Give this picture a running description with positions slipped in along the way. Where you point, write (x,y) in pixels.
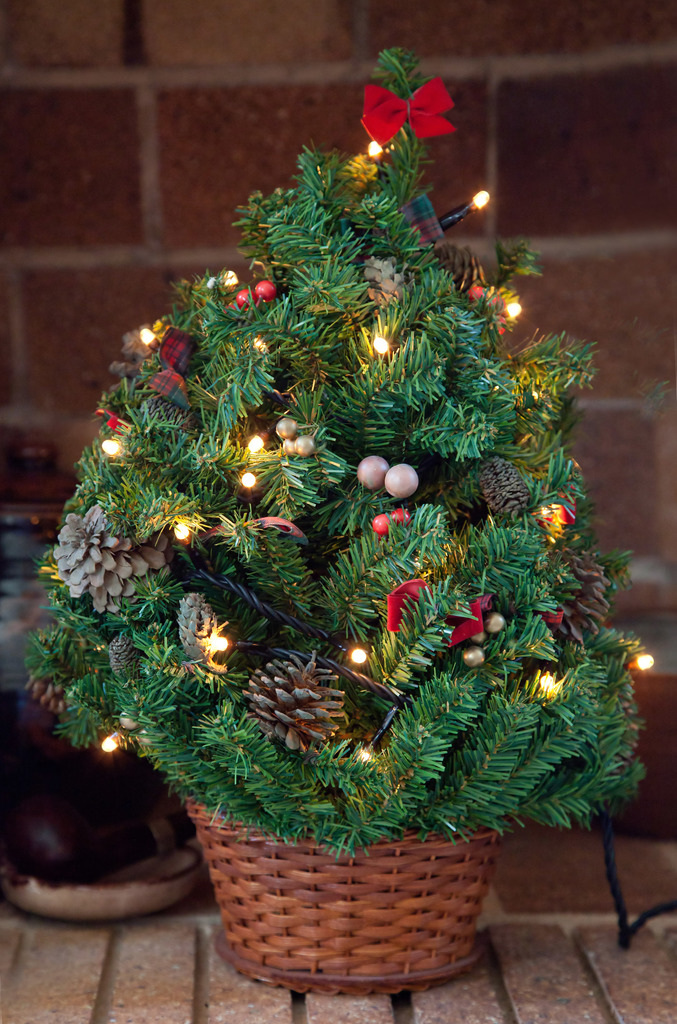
In this picture I can see a basket (283,845) on which there is a plant (318,415) and I see lights (292,616) on it and I see the wall (579,28) in the background (60,175) and I see a thing (80,814) on the left bottom of this image (60,853).
